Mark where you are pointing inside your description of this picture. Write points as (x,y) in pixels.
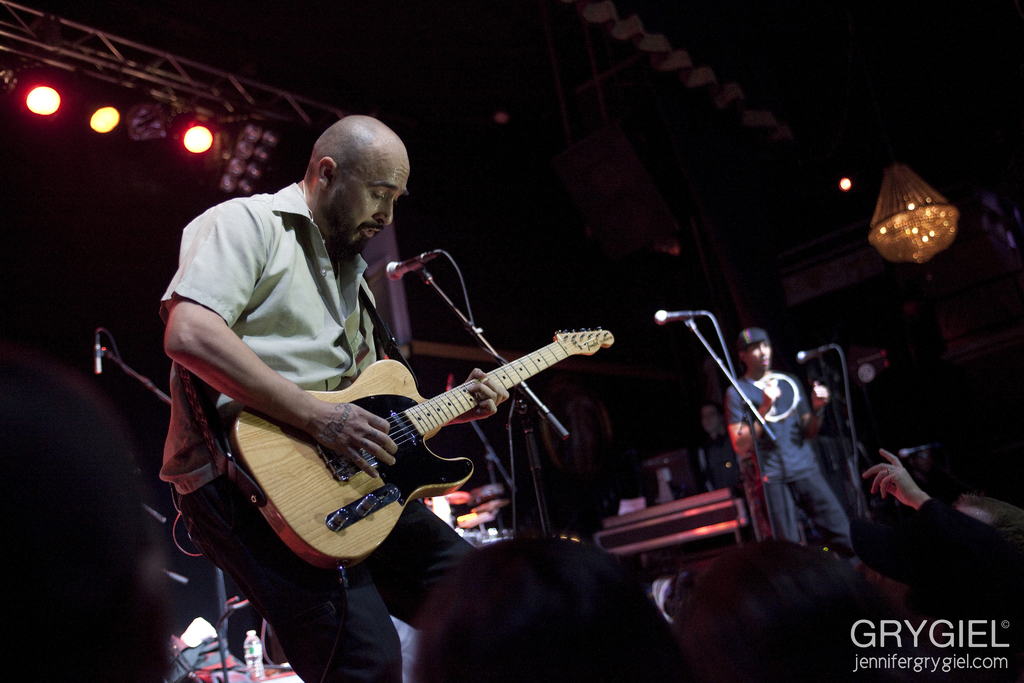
On top (43,98) there are focusing lights (186,132). Front this man (331,177) is playing guitar (327,467) and singing in-front of mic (407,264). Far a person (789,434) is standing. On floor (264,662) there is a bottle (252,656). These are musical instruments (473,517). These are audience (770,575).
